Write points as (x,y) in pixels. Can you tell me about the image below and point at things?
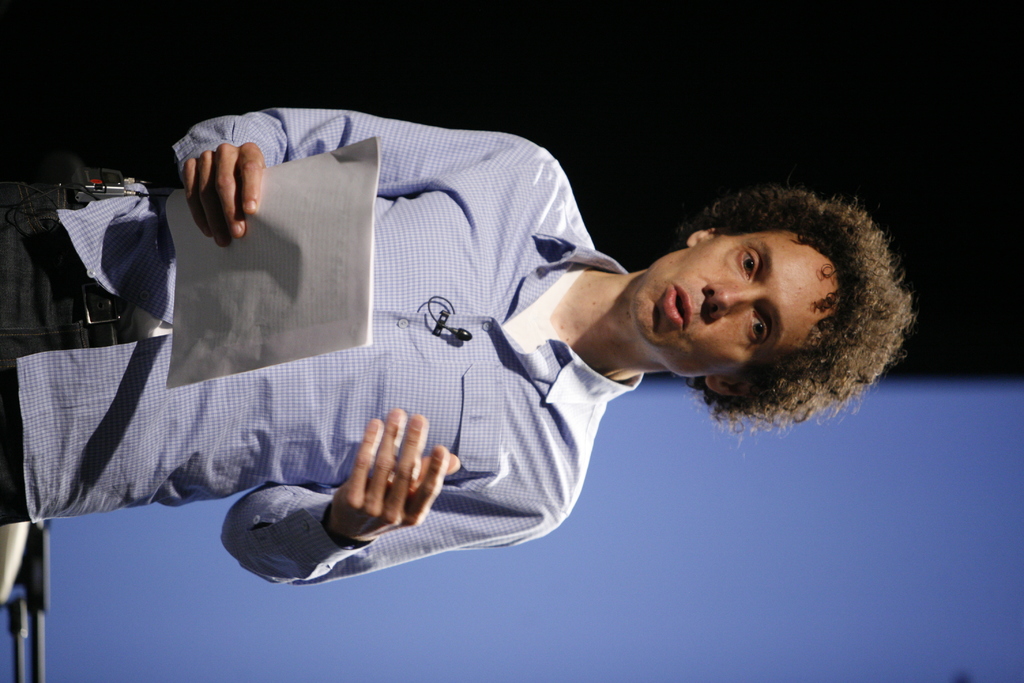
In this image, we can see a man (148,384) holding papers (221,373) in his hand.
